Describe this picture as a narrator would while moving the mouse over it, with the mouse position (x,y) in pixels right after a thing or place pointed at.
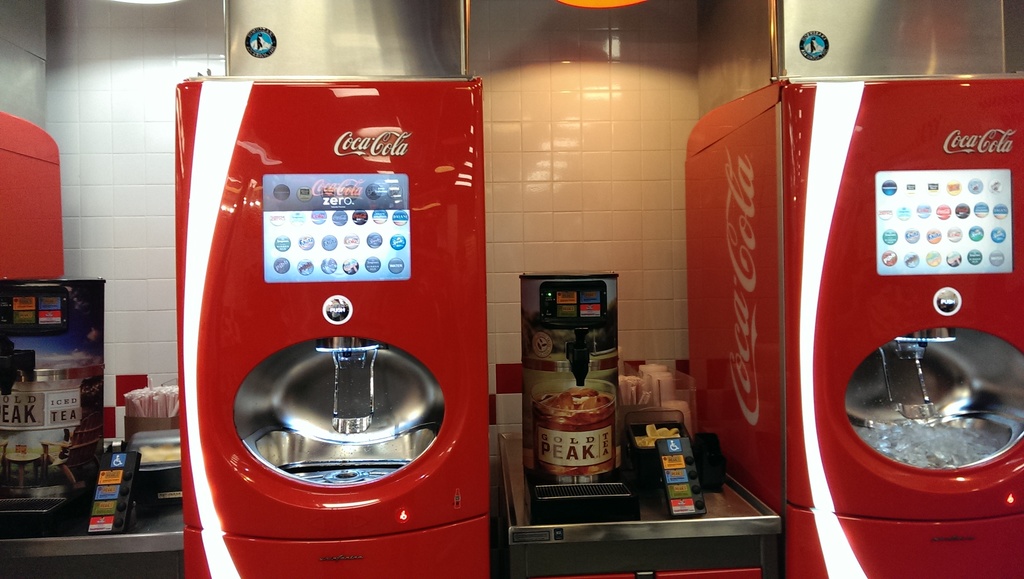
In this image we can see coke machines (284,508). In the background of the image (80,87) there is wall (157,139).
